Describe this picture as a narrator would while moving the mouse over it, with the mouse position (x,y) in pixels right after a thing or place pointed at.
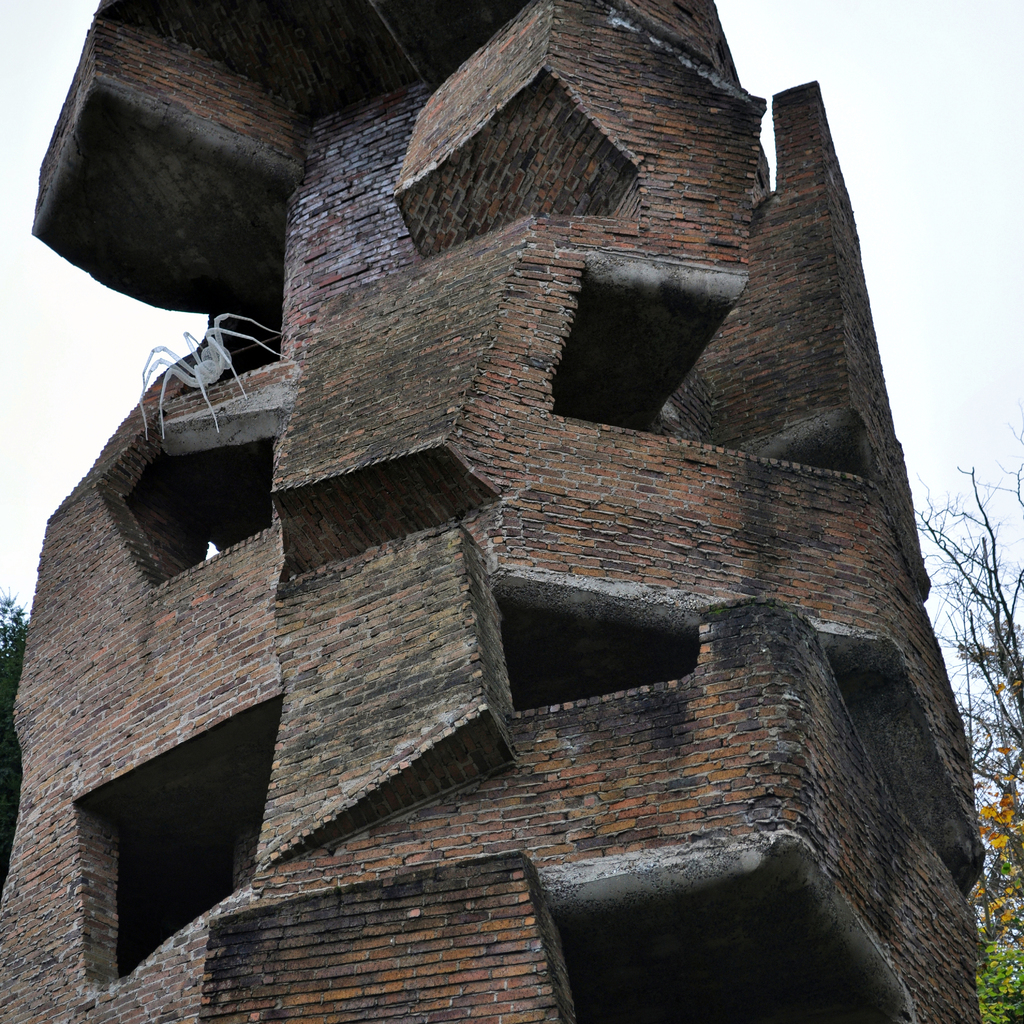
In this picture I can see a building (224,239), there is a spider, there are trees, and in the background (8,410) there is the sky (112,296).
